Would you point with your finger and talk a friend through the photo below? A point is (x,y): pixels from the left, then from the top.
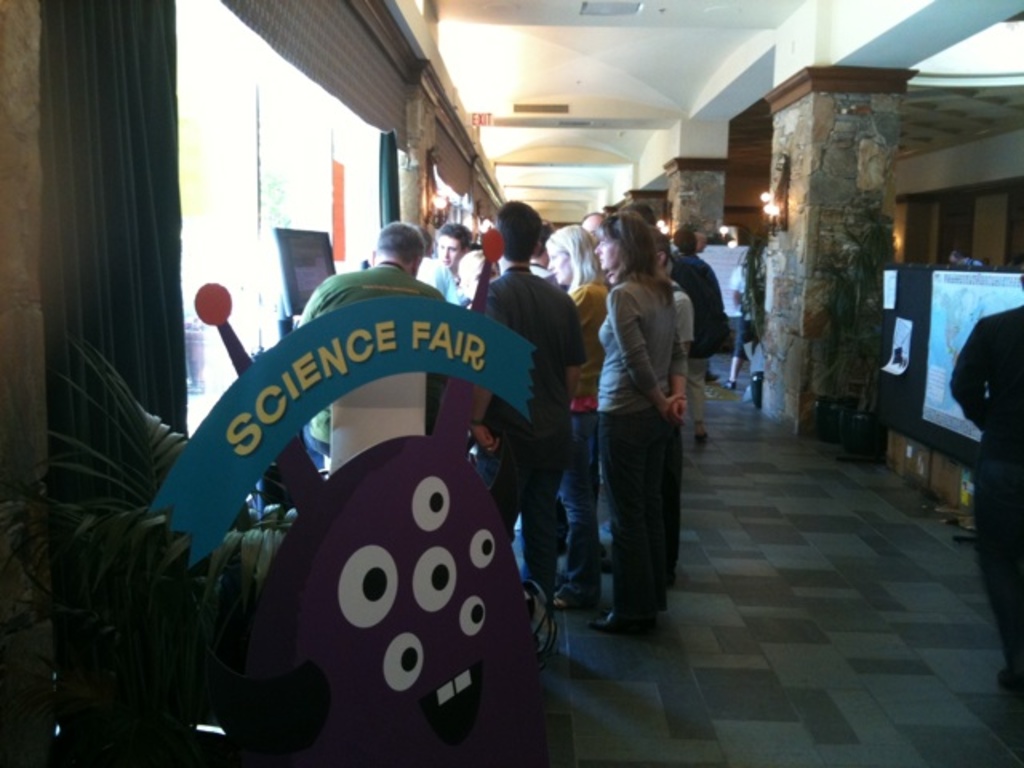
In this picture I can observe some people (506,316) standing on the floor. There are men (540,314) and women (657,385) in this picture. On the left side (180,629) I can observe a plant (193,614). On the right side (787,264) there are pillars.
